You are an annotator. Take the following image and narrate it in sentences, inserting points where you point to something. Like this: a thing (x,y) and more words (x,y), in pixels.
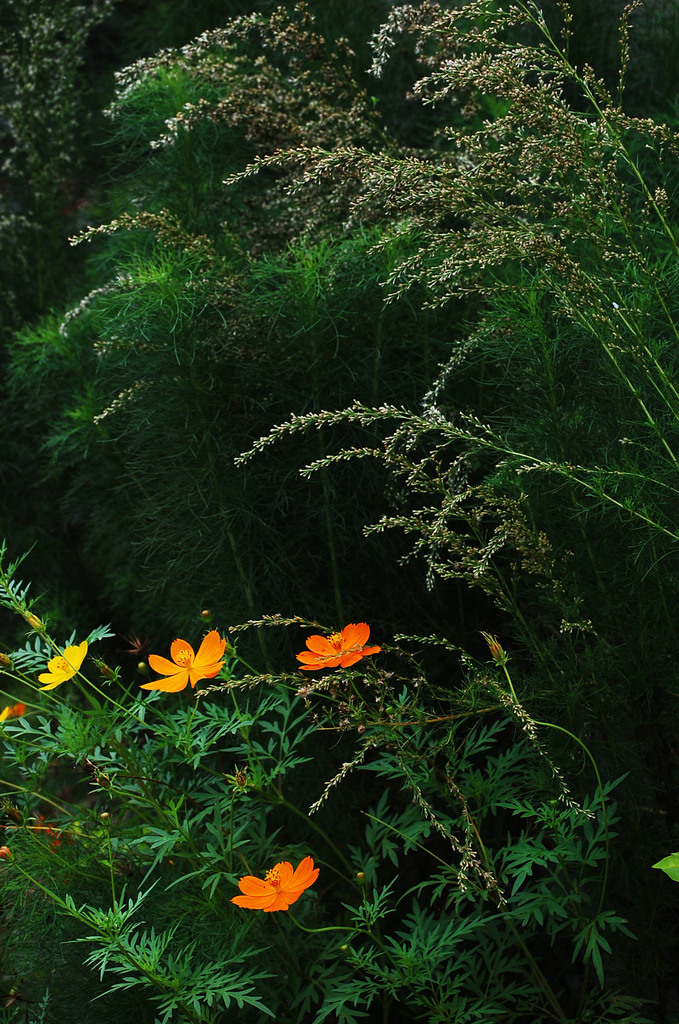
In the foreground of this image (303,912), there are few flowers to the plants (340,774) and in the background (365,260), there are trees (324,354).
